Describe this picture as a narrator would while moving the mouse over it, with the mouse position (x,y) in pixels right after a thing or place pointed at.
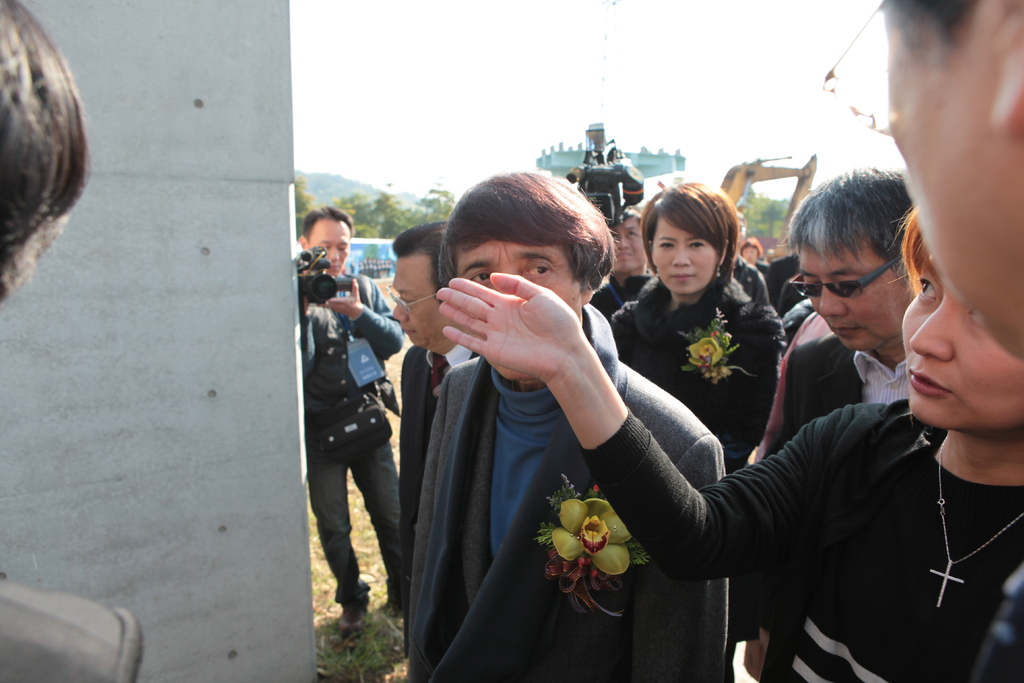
In this picture at front (472,667) people (690,536) were standing and some are holding the cameras (594,200). At the back side (764,180) there is a crane (773,171), trees (365,207), mountains (358,192).
